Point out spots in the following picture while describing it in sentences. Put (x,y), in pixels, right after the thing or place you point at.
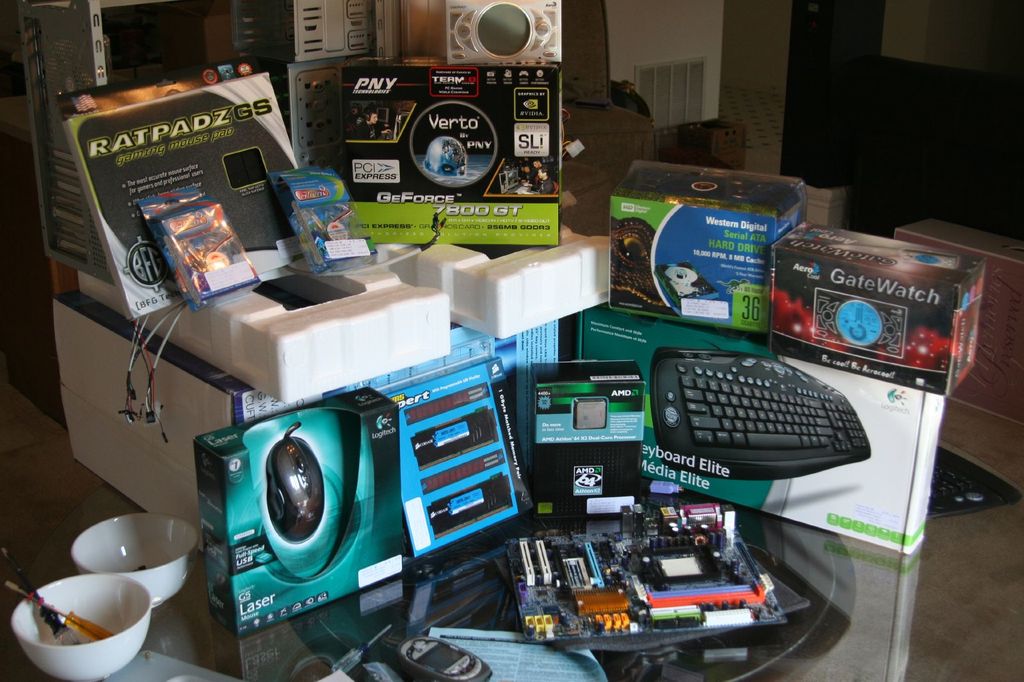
In this image, we can see some boxes (632,293) and computer cases (299,35). There is a motherboard (553,573) at the bottom of the image (558,613). There are bowls (127,606) in the bottom left of the image (117,589).
